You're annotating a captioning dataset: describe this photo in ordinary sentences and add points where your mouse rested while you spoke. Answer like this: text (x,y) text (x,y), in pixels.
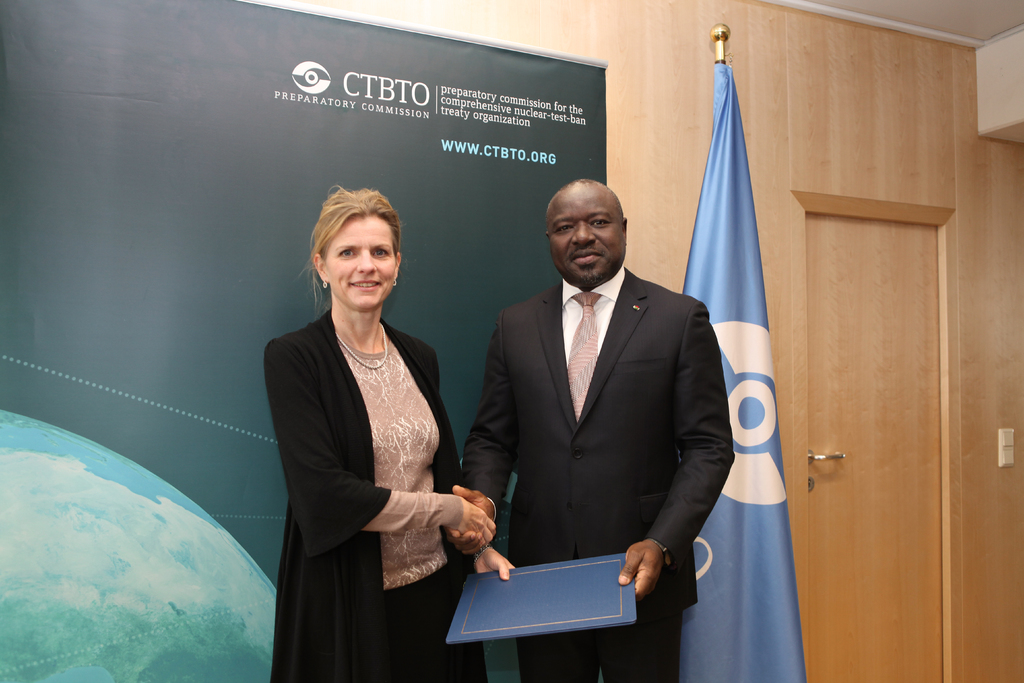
In this image I can see two people (359,465) with black, brown and white color dresses (472,468). I can see these people (390,672) are holding the blue color object (521,634). In the background (260,143) I can see the banner (398,201), flag (698,209) and the wooden wall (747,139).
